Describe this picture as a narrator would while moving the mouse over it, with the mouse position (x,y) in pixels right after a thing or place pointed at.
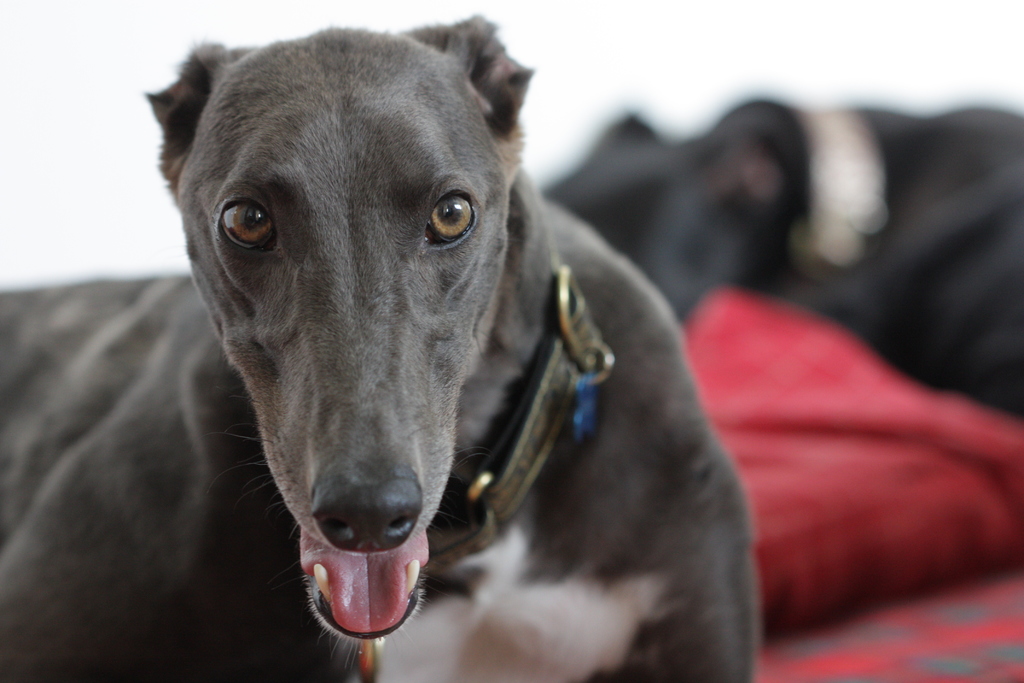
In this image, we can see a dog (408,335) wearing a belt (530,451). The background of the image (936,0) is white. On the right side of the image (878,456), we can see the blur view, red, black and white colors.
